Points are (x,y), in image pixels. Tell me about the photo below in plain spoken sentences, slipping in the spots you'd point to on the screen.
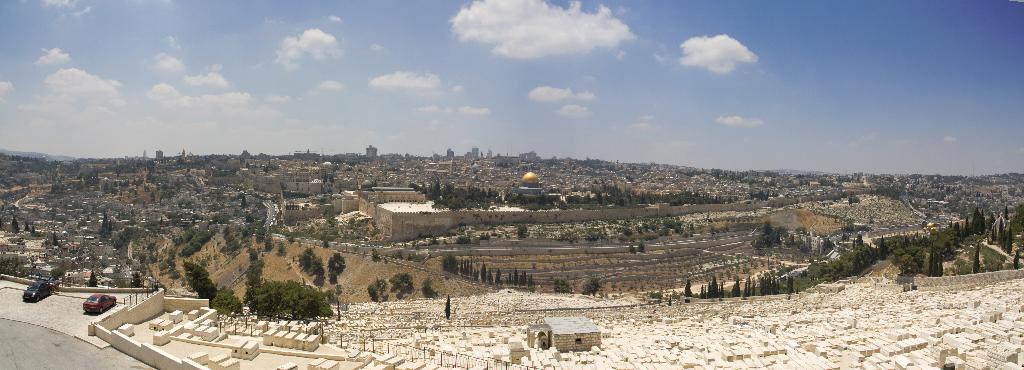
In this image we can see many buildings (606,188), houses (563,177) and also trees (255,272). We can also see the blocks (494,342) at the bottom (857,339). At the top (383,67) we can see the sky (626,63) with the clouds (598,31) and on the left (113,304) we can see the two vehicles (35,300) parked. We can also see the road (49,356).
